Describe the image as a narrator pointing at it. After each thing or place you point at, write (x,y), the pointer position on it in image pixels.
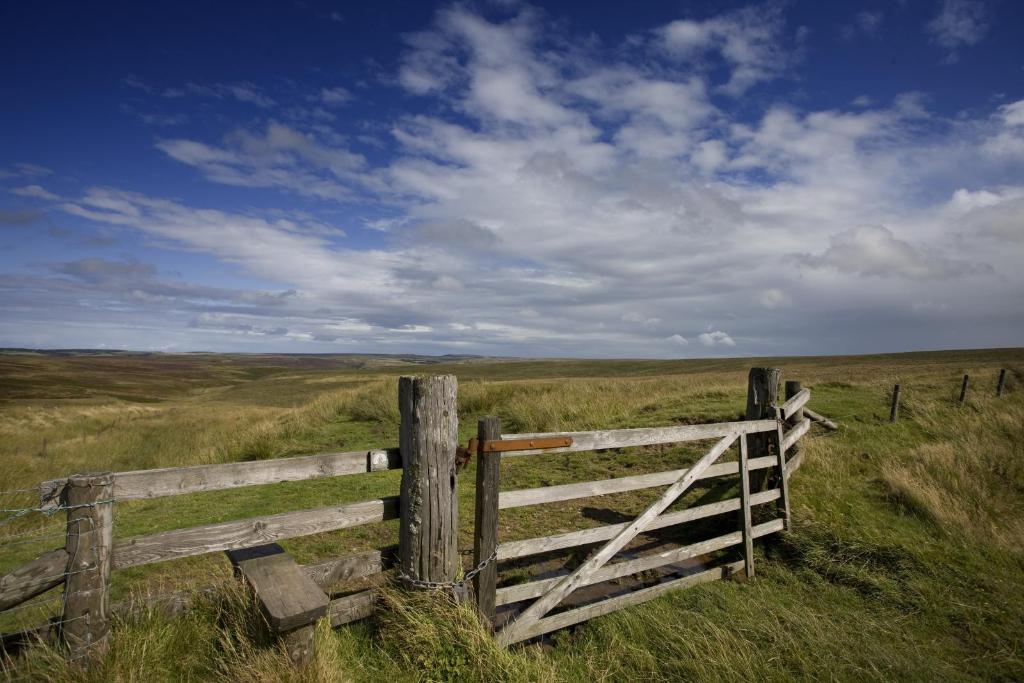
In this image we can see wooden fence (754,462), barrier poles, lawn straw (513,392), hills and sky (545,245) with clouds (331,245).
